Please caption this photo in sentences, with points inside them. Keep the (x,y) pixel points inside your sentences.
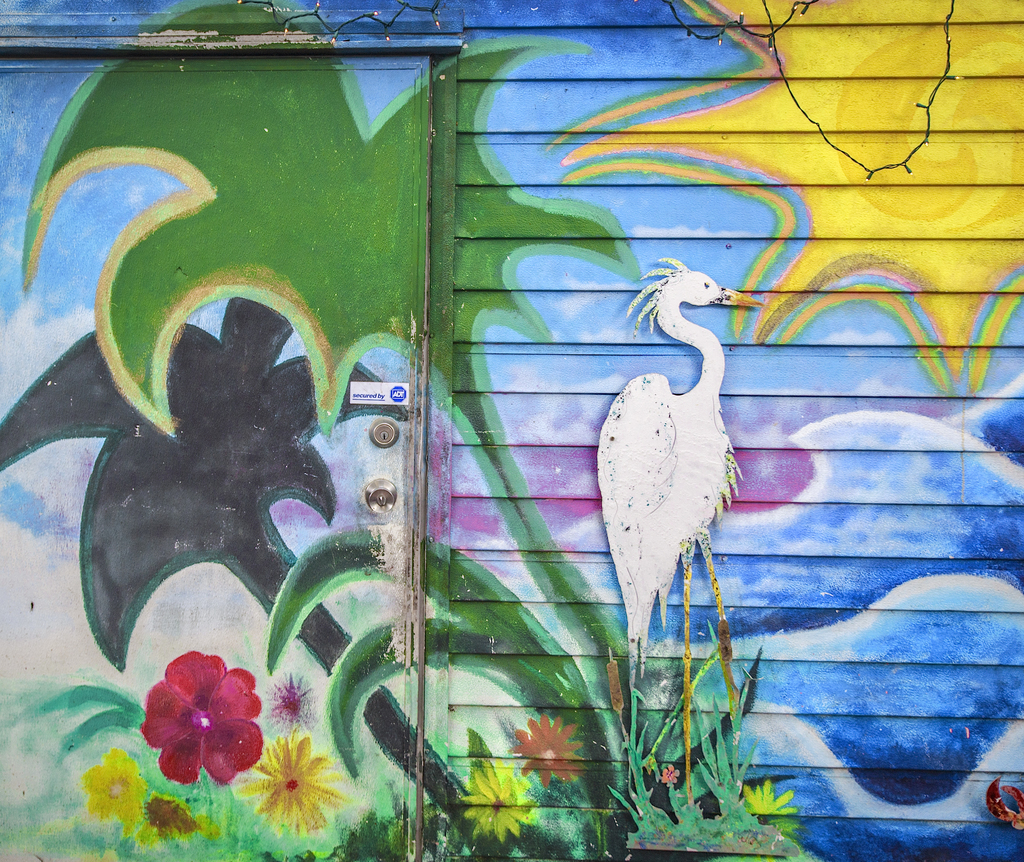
This is a picture of a wall (615,315) and door (274,318). In this picture there is a painting (437,378) of trees (437,256), flowers (242,713), crane (664,595), water (857,450) and sun (832,193). In the painting (641,273) sky (582,352) is cloudy. On the left (234,718) there is a door (262,450).
